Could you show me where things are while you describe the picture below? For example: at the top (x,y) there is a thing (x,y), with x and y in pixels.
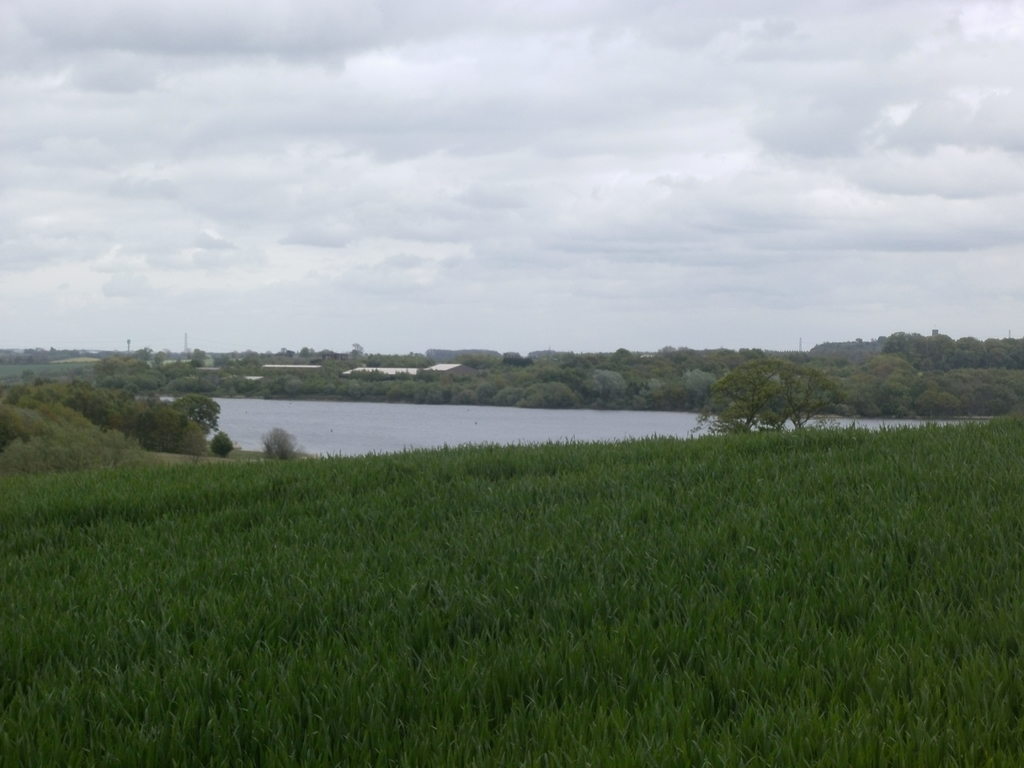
In this image we can see the grass (248,470), plants (203,435), trees (176,418) and also the water (449,421). We can also see the cloudy sky (441,218).
